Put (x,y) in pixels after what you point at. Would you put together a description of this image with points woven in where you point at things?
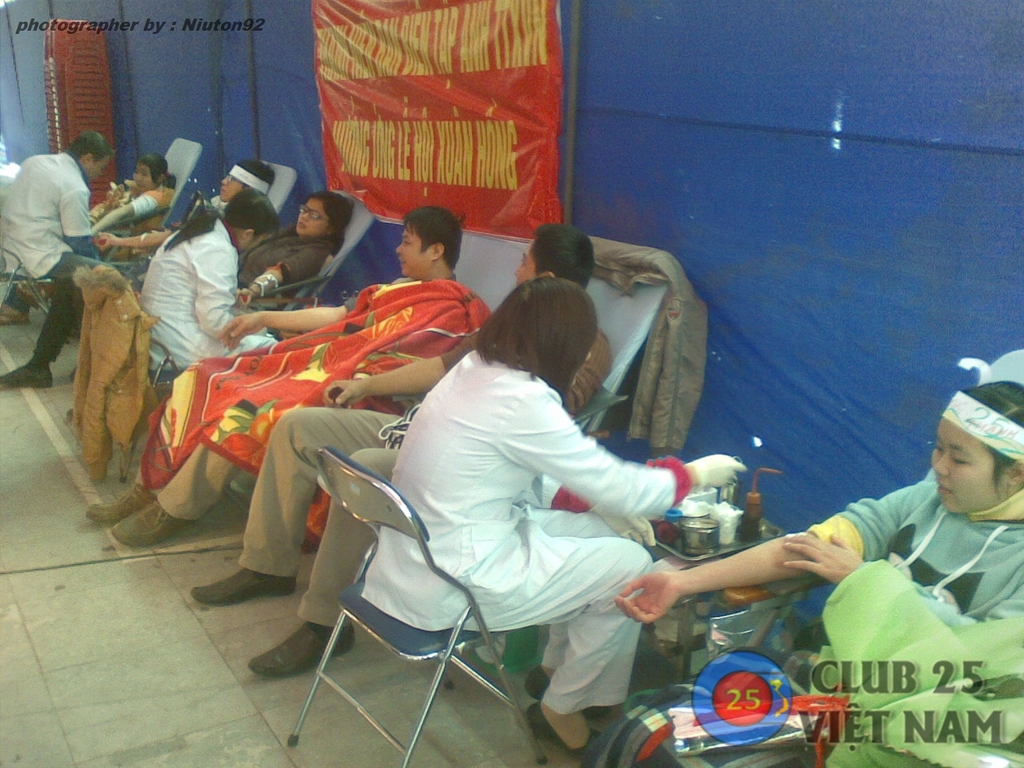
In the image we can see there are many people (622,555) sitting, wearing clothes (312,440) and shoes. Here we can see the bottle (756,518), cotton (732,513) and many other things (710,547) kept on the tray (723,542). Here we can see the poster (459,99) and text (438,59) on it. We can even see the curtains (751,107) and chairs (355,495). On the bottom right (827,707) and left top we can see water mark (728,720).
